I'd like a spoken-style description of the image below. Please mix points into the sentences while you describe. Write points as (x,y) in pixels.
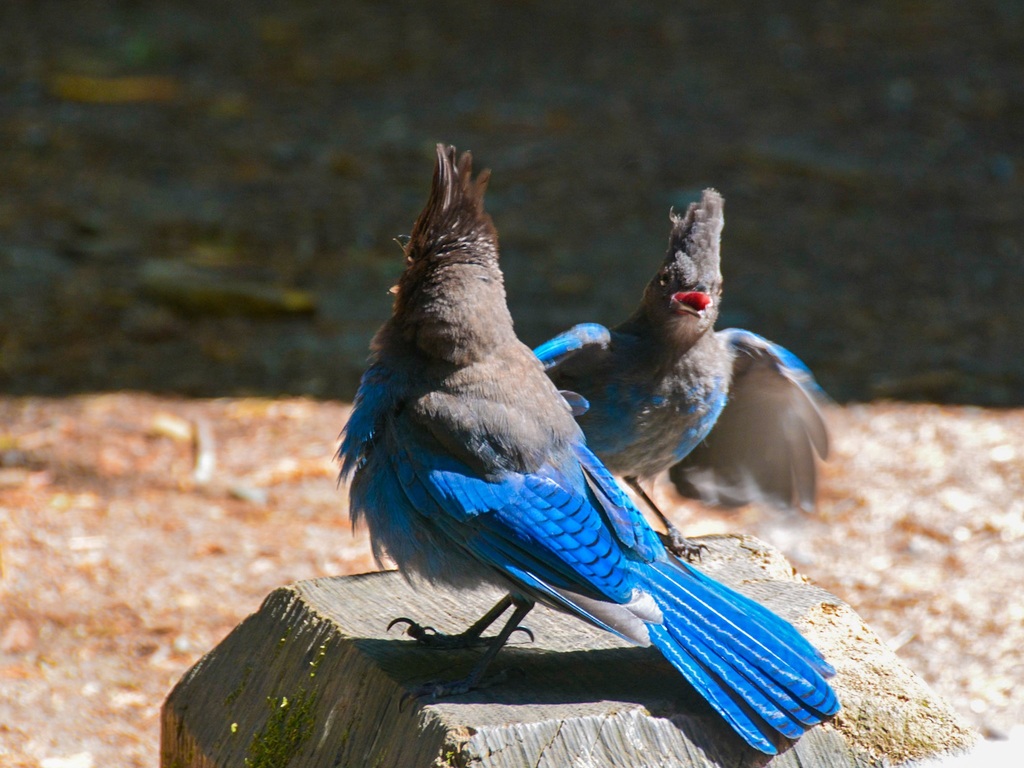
In the picture I can see two birds (598,493) which are in black and blue color are standing on the wooden surface (243,730). The background of the image (78,364) is slightly blurred.
